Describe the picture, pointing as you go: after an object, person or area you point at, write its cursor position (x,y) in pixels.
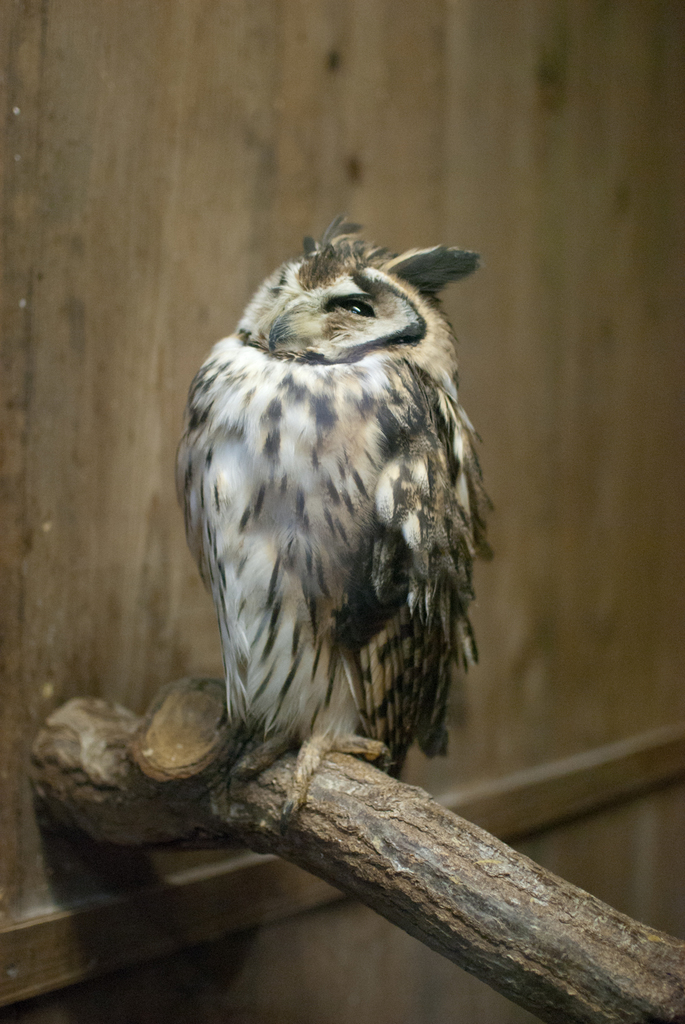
This is the picture of a owl (401,427) which is on the branch (113,831).
